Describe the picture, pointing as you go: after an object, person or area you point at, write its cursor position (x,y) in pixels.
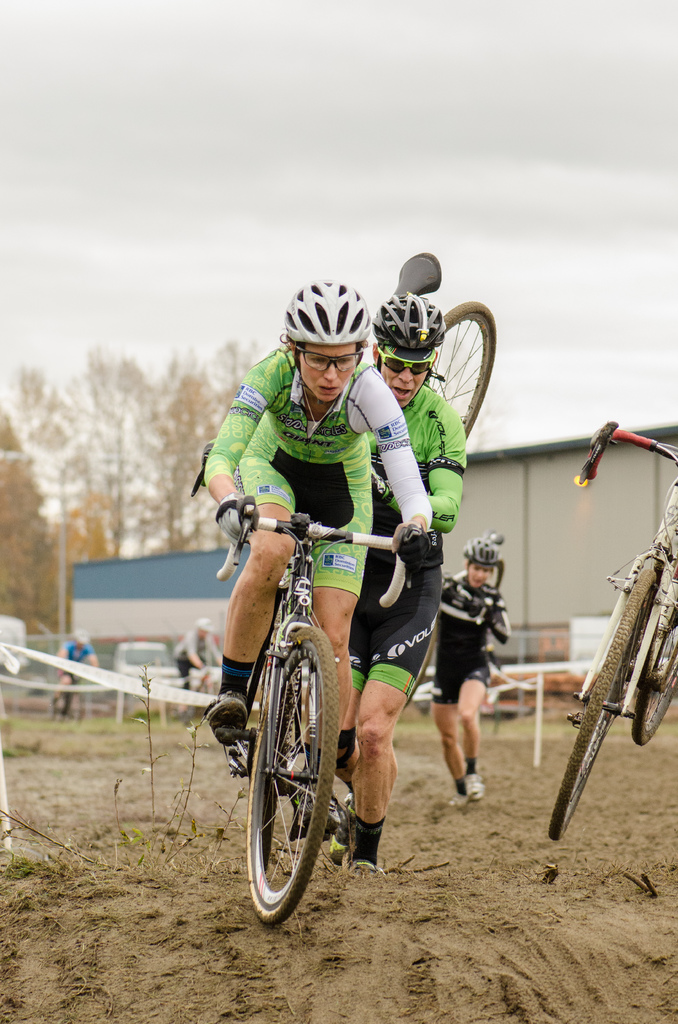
In this picture there is a woman (345,518) who is wearing spectacles (314,354), helmet (322,322), t-shirt (307,445), short (315,486), gloves (415,548) and shoe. She is riding bicycle (314,645). Backside of her we can see a man (390,656) who is holding the bicycle (440,357). On the right (581,716) we can see a bicycle (597,688) in the air. On the background (600,631) we can see many vehicles (141,653) near to the shed (500,506). On the left (64,459) background (22,523) we can see many trees (144,496). On the top (217,204) we can see sky (305,163) and clouds (321,180).
